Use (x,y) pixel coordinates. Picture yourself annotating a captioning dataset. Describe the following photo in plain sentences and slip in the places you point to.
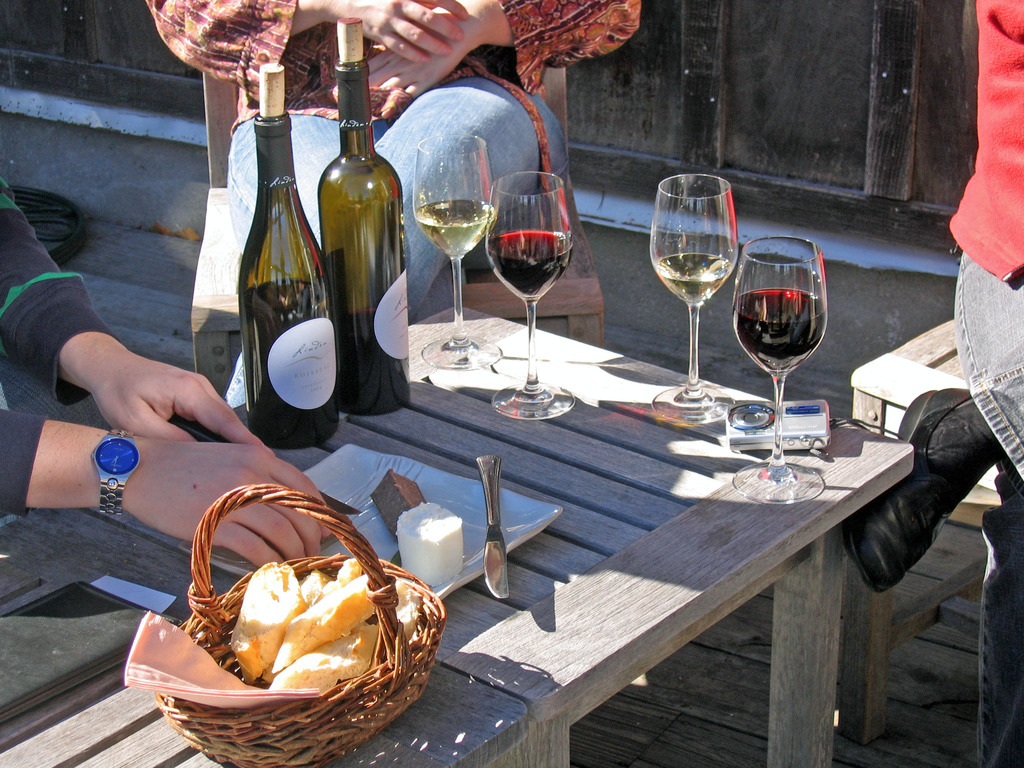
In the image we can see there is a table (581,557) on which there are wine bottles (317,298), wine glasses (742,271), knife (502,590) and in the basket (223,733) there are bread pieces (261,599) and a person (119,398) is holding an object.
